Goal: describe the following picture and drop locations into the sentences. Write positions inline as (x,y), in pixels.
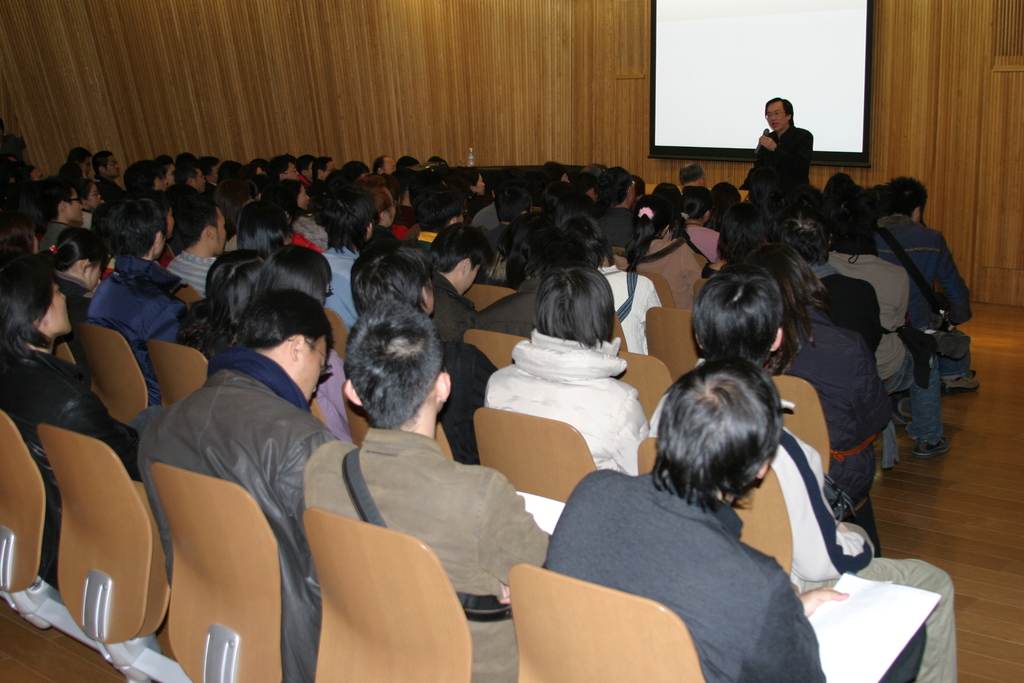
In this image we can see a crowd (549,309) sitting on the chairs (530,428) and a person (787,172) standing on the floor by holding a mic (768,140) in his hand (766,140). In the background (512,66) we can see walls (485,64) and a display (774,97).
